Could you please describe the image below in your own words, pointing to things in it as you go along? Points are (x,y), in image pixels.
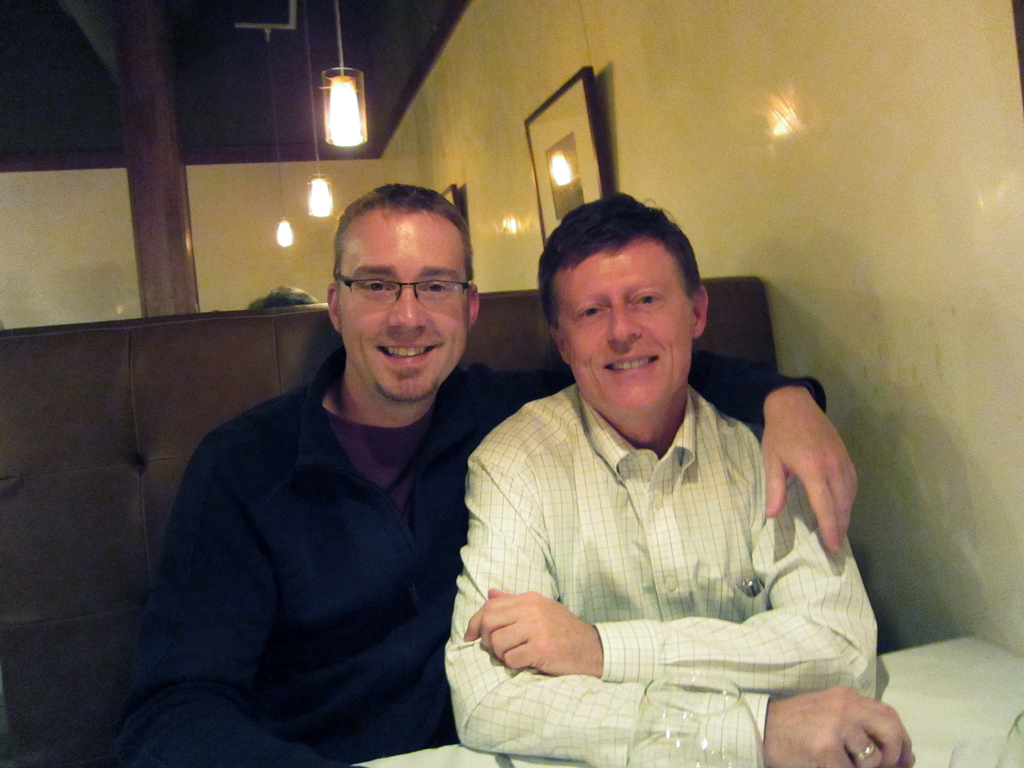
This picture is clicked inside the room (939,476). In the foreground (433,522) we can see the two persons (474,494) wearing shirts (473,532), smiling and sitting on the couch (69,605) and we can see the table (962,709), and the picture frames (453,185) hanging on the wall (765,122). At the top (422,42) there is a roof (382,70) and the lamps (342,120) are hanging on the roof (293,143) and we can see a pillar (174,179) and some other objects (266,298).
